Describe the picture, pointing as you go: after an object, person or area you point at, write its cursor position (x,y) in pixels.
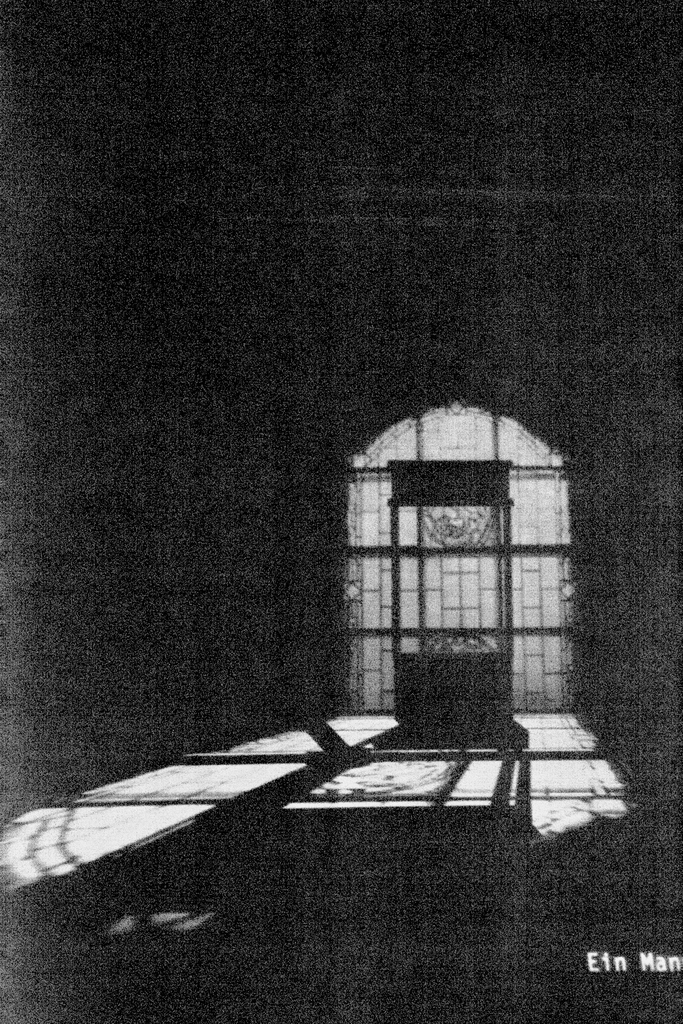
This is a black and white picture. In this picture we can see gate (444,526) and grills (395,602). At the top (344,228) it is dark.
